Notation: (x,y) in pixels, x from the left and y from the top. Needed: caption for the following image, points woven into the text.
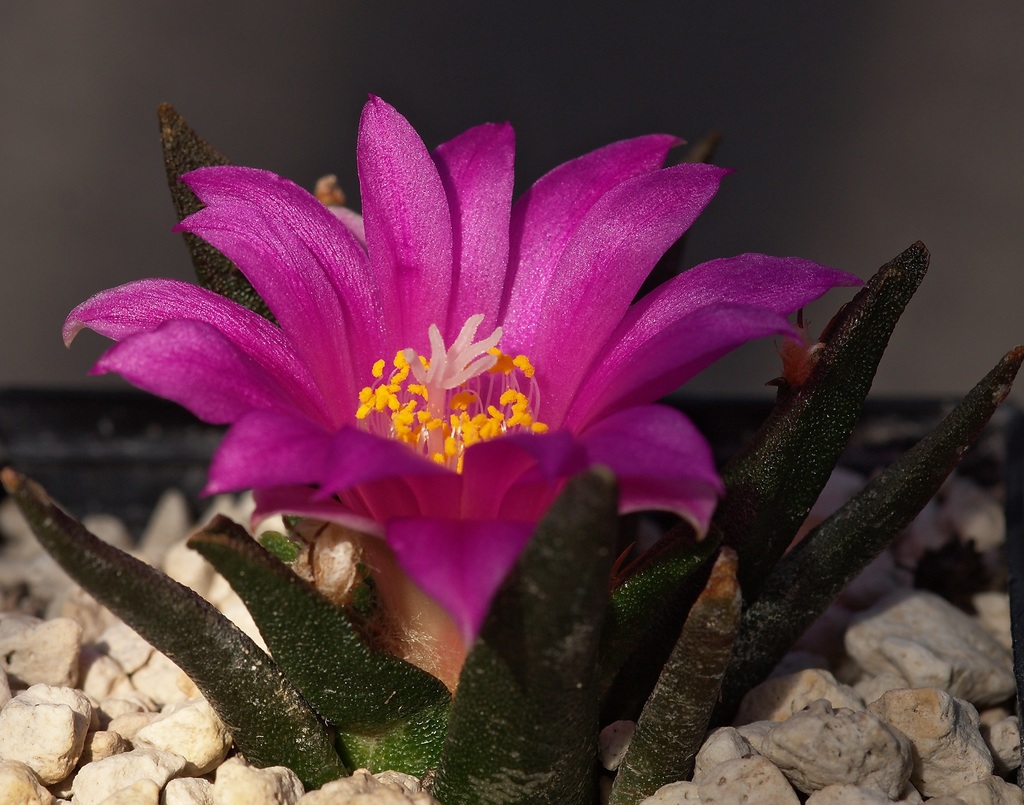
In this picture I can see a flower (478,548), there are leaves (654,618), stones (803,711), and there is blur background (791,33).
